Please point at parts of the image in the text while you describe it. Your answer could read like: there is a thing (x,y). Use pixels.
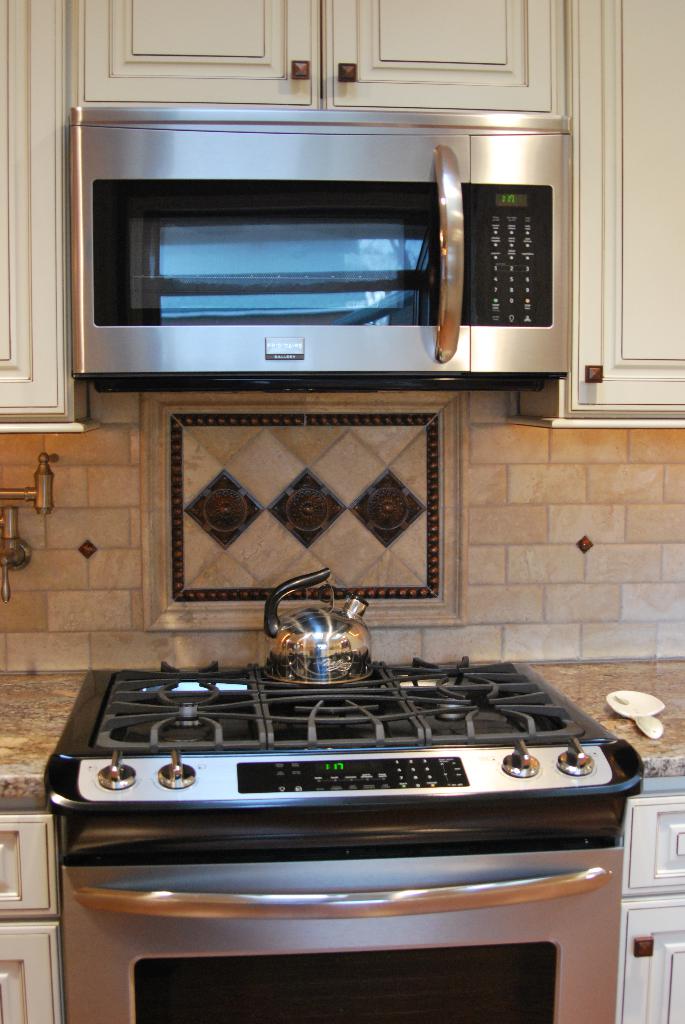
This image is taken in the kitchen (126,549). In the center of the image (307,632) there is a kettle (341,621) placed on the stove (182,819). At the bottom of the image (76,855) there is a oven (512,864) and countertop (56,698). At the top of the image (50,93) we can see cupboards (445,42) and microwave oven (219,348). In the background (163,534) there is wall (399,532).
